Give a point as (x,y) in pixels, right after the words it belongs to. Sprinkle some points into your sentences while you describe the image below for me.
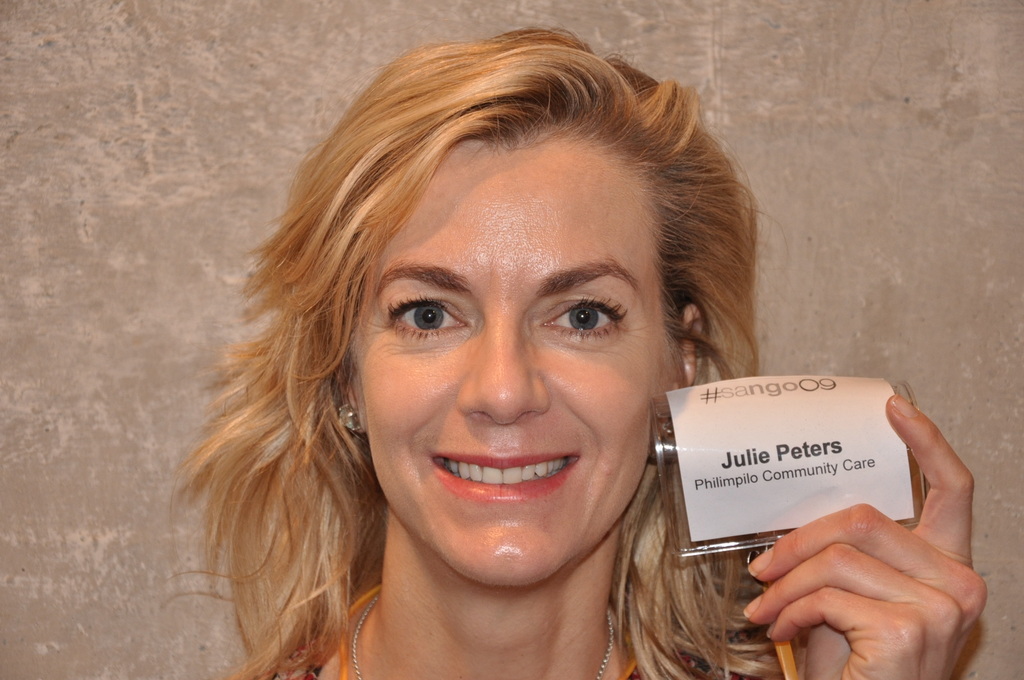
In this picture, we see a woman (523,343) is smiling and she might be posing for the photo. She is holding a small glass board (718,547) and a label (727,475) with some text (729,460) printed on it. In the background (144,284), it is grey in color and it might be a wall (851,232).
